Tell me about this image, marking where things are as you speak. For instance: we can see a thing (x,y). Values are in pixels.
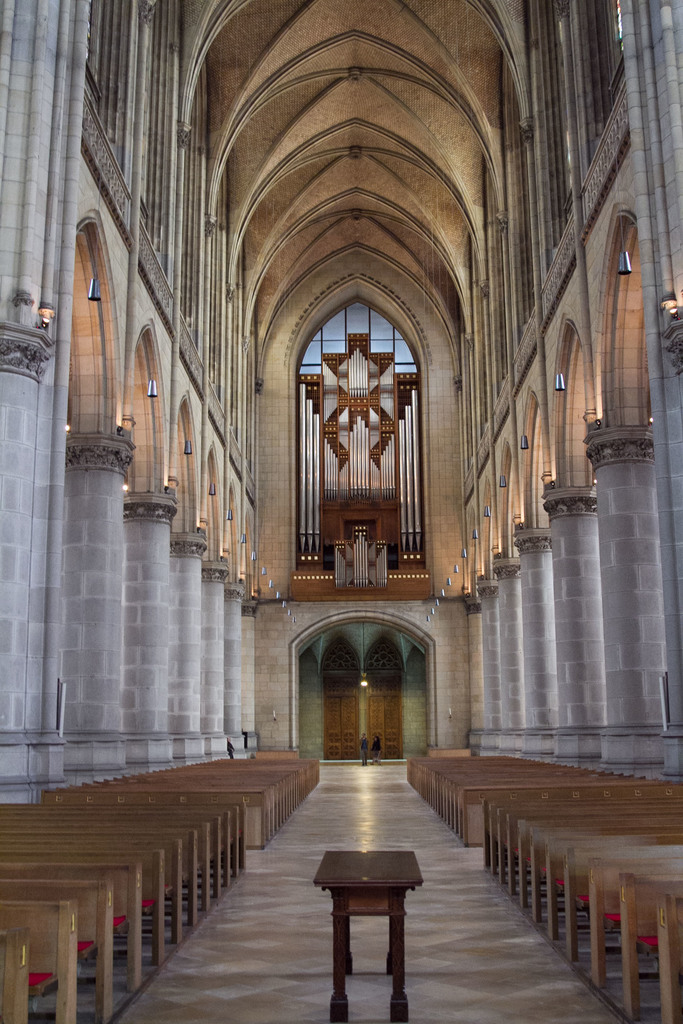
At the bottom of the image (260,764) we can see some benches (260,764). In the middle of the image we can see some pillars (48,398). At the top of the image (267,256) we can see the roof (436,3).
